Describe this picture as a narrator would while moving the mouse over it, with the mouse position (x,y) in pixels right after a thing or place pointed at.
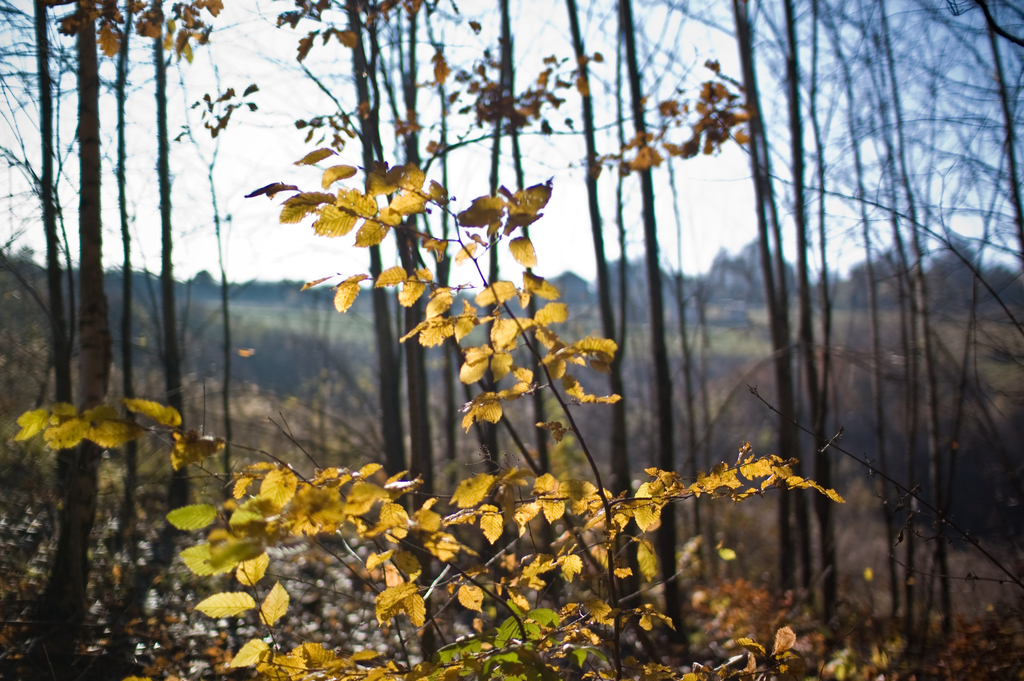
We can see plant (400,486), trees (428,481) and leaves (359,504). In the background (252,131) it is blurry and we can see sky (270,129).
